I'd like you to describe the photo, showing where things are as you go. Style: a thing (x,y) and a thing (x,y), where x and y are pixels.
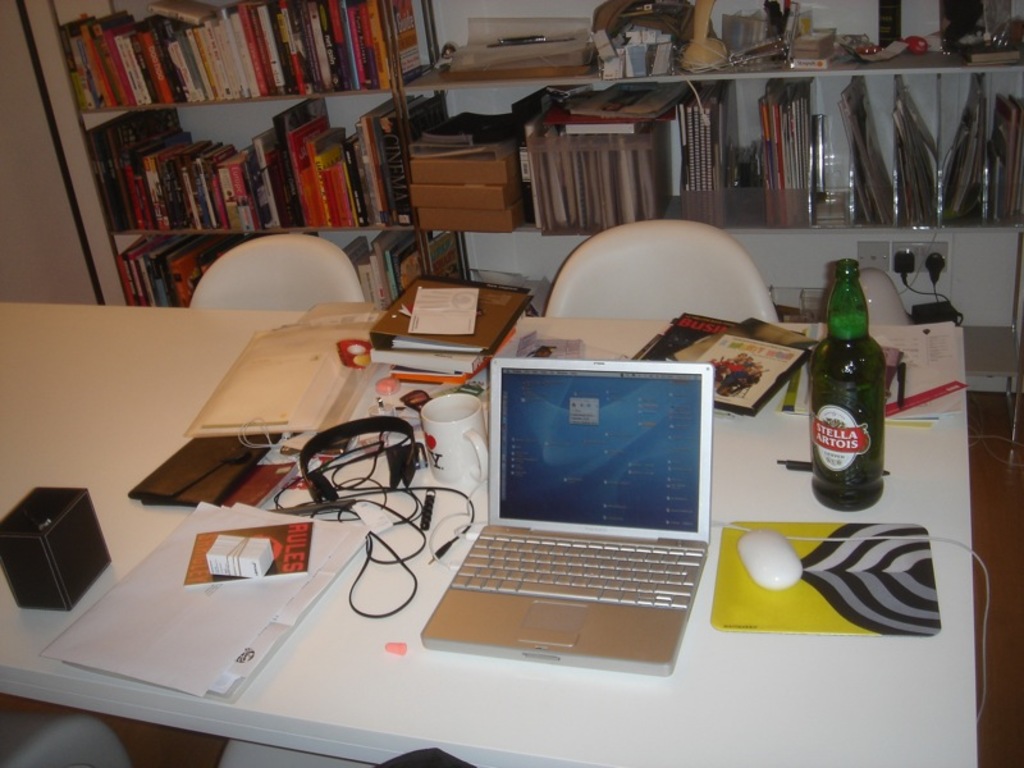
In this picture we can see a table (41,345) and on table (520,690) we have mouse (751,536), laptop (515,522), wires (350,498), headset (390,452), cup (439,445), bottle (818,378), books (665,359), papers (176,626), box (86,573) and in background (363,231) we can see chairs (274,255), books (216,205) in racks (332,145).
